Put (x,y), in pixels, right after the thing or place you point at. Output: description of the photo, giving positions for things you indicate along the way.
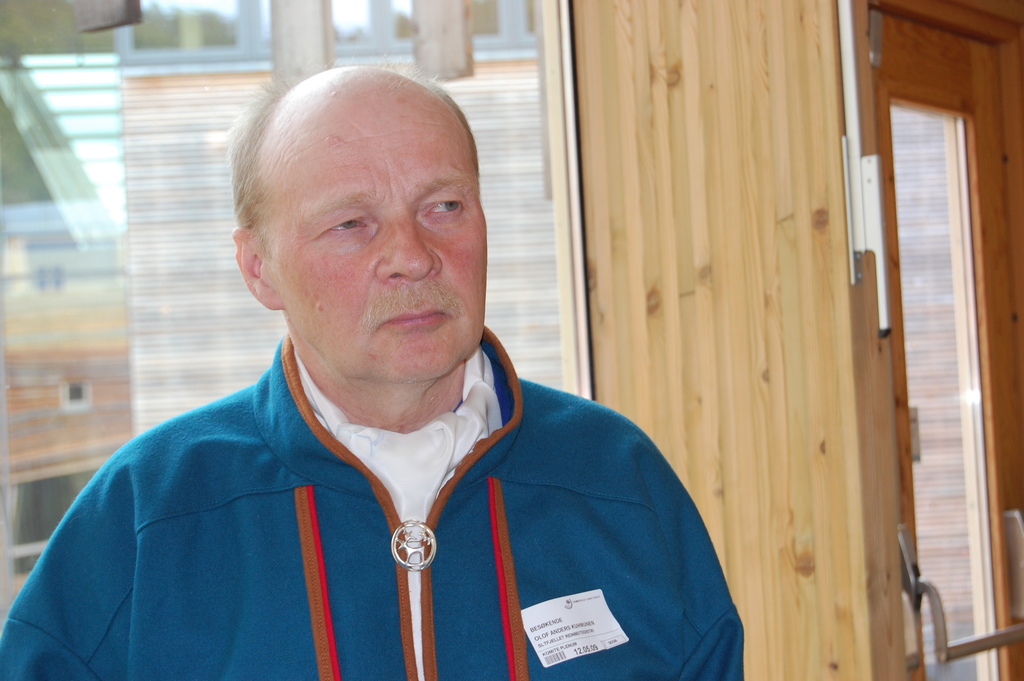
In this image I can see a person (400,436) wearing white and blue colored dress (397,487). In the background (729,209) I can see the cream colored wall (682,272), the door (960,286) and the glass window (131,256) through which I can see a building (96,267) and the sky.
